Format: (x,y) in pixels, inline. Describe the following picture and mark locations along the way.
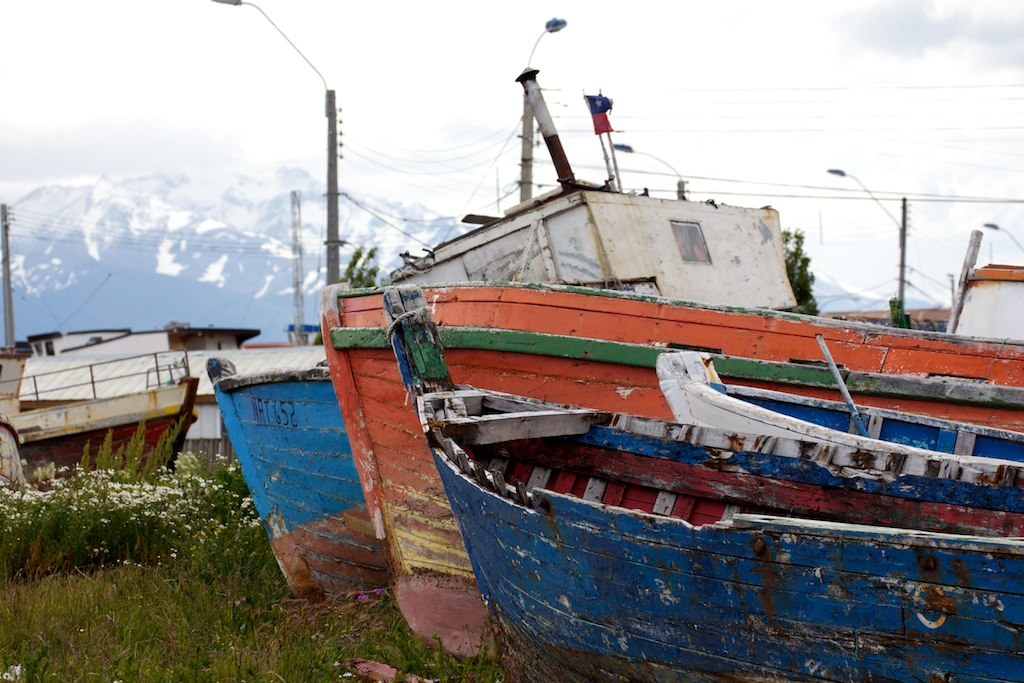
In this image we can see boats (323,326) on the land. On the ground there is grass (145,530) with flowers (106,523). And there are buildings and electric poles (331,154) with wires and lights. In the back (137,218) there is mountain (308,182). Also there is sky (622,39) with clouds (796,10).
